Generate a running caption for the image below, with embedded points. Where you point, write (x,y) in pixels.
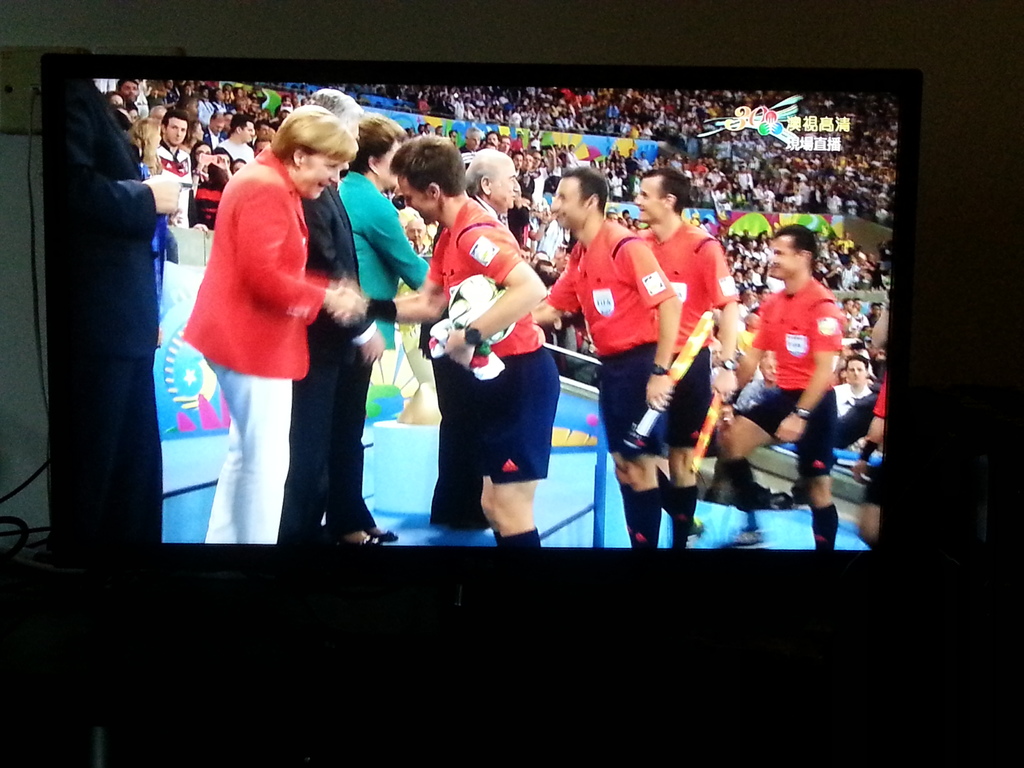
In this image we can see a television (685,429). On television screen (463,295) we can see a stadium (551,271) and many people (548,227). There are few persons (717,289) holding some objects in their hands (714,385). There is some text (801,128) and a logo (770,124) at the top most of the screen (810,135).
